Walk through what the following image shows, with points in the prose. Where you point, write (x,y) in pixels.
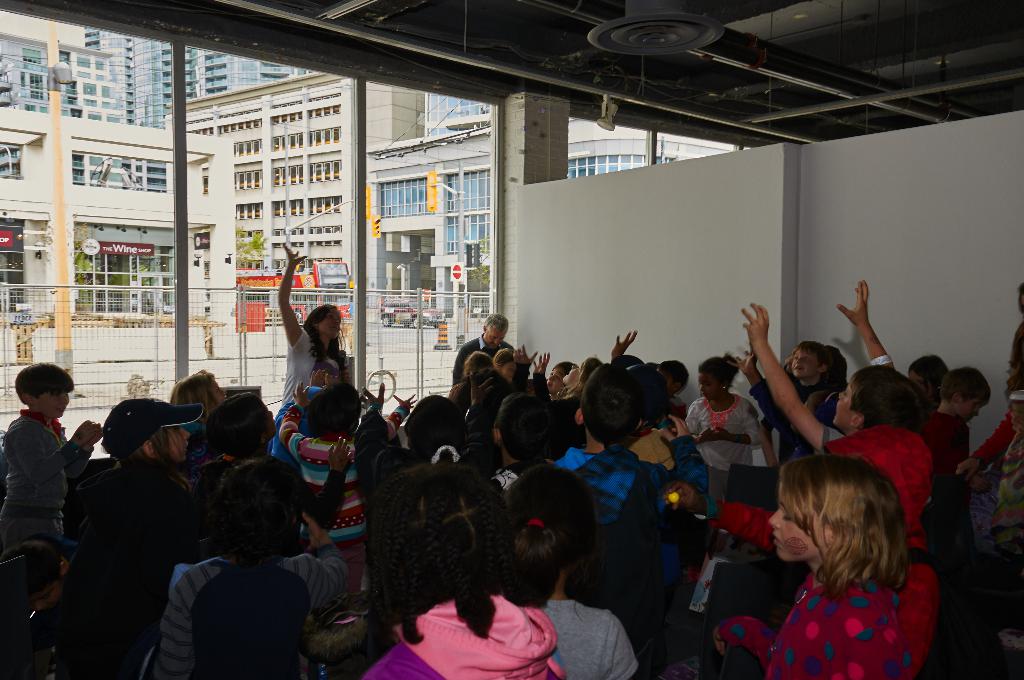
In this image I can see a group of people (498,456) facing towards the back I can see three more people (62,433) before them facing towards the right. I can see them under a shed (361,179). I can see some grills (427,297), buildings (442,269), sign boards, barricades (240,317) outside the shed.
